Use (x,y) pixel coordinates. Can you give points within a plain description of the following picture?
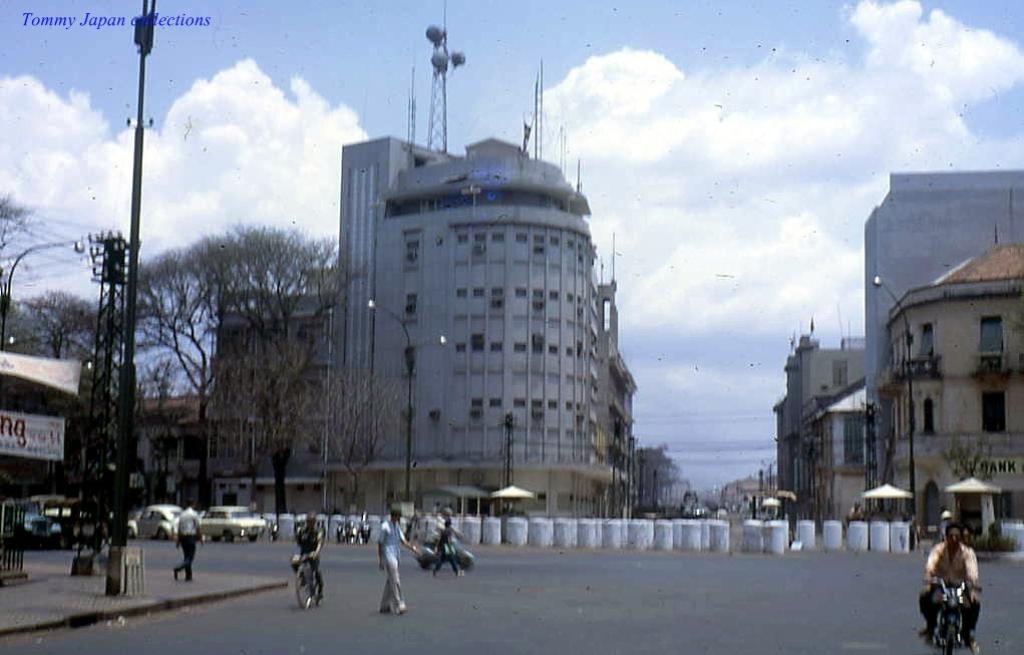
In this image we can see a few people (383,553) and vehicles (340,526) on the road (356,556), among them some are riding the vehicles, there are some buildings (548,348), trees (338,392), poles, lights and white color objects (428,518), in the background (21,48) we can see the sky (515,113).
